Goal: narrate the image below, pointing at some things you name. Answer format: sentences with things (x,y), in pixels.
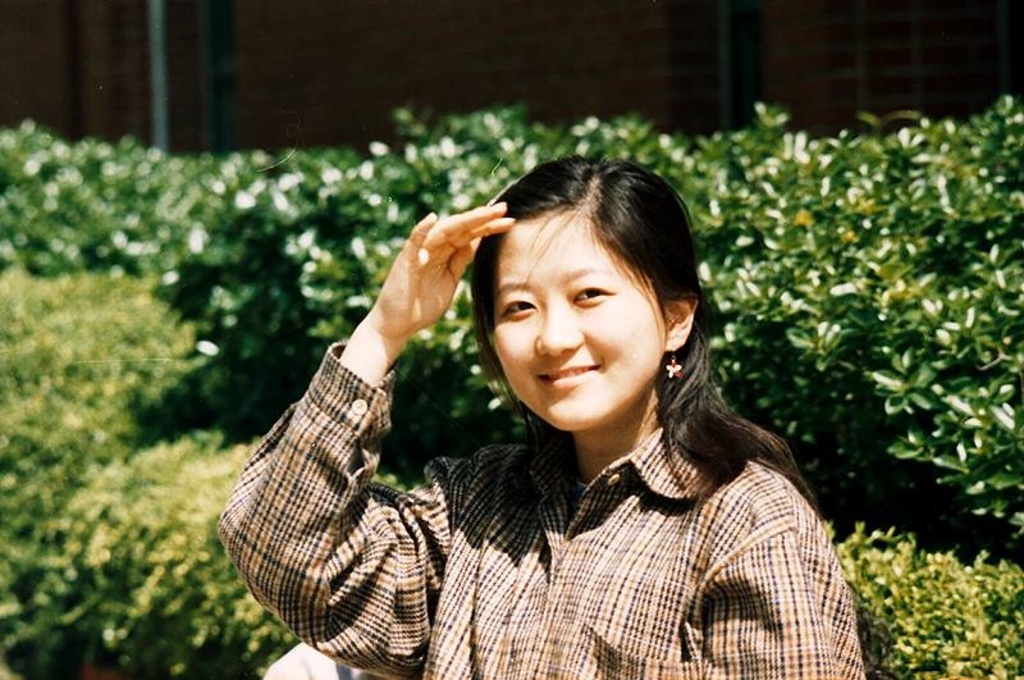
In the center of the image (591,347) we can see a lady (554,318) standing and smiling. In the background (238,334) there are bushes (787,296).
